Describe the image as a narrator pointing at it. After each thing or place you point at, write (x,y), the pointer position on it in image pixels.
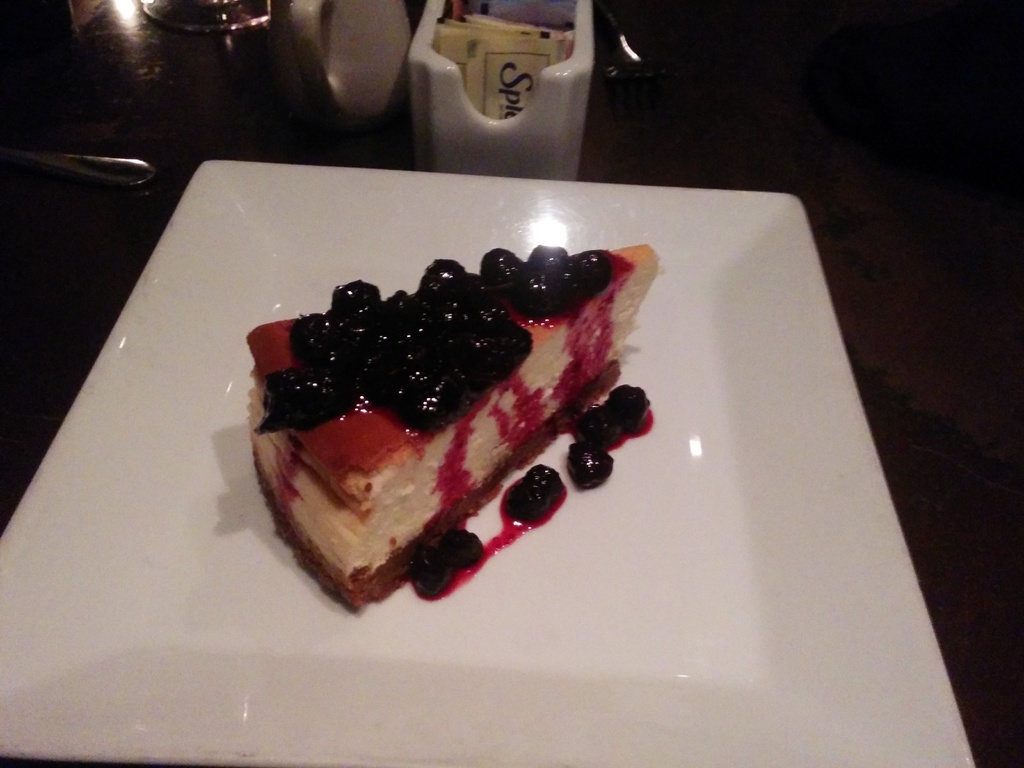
In this image, we can see a dessert (343,369) on the table (177,62) and in the background (346,40), there are some other objects (480,75) on the stand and there is a spoon (106,170).
